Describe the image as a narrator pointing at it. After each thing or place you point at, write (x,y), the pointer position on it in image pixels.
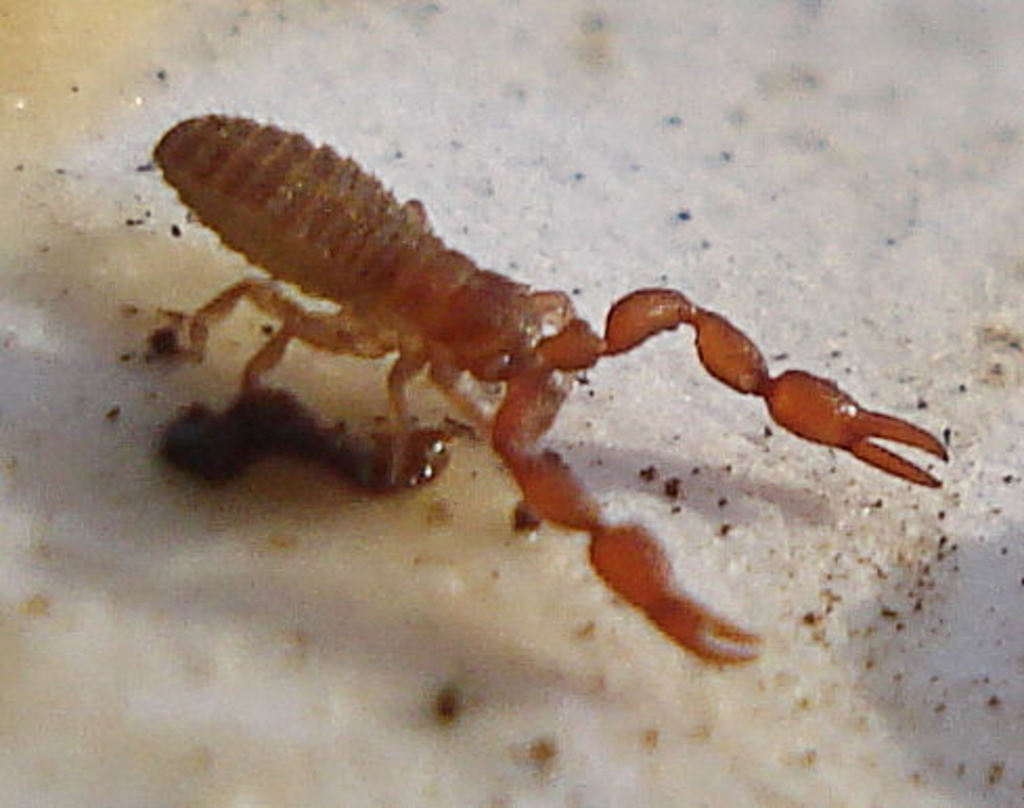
In this image I can see an insect (500,402).
